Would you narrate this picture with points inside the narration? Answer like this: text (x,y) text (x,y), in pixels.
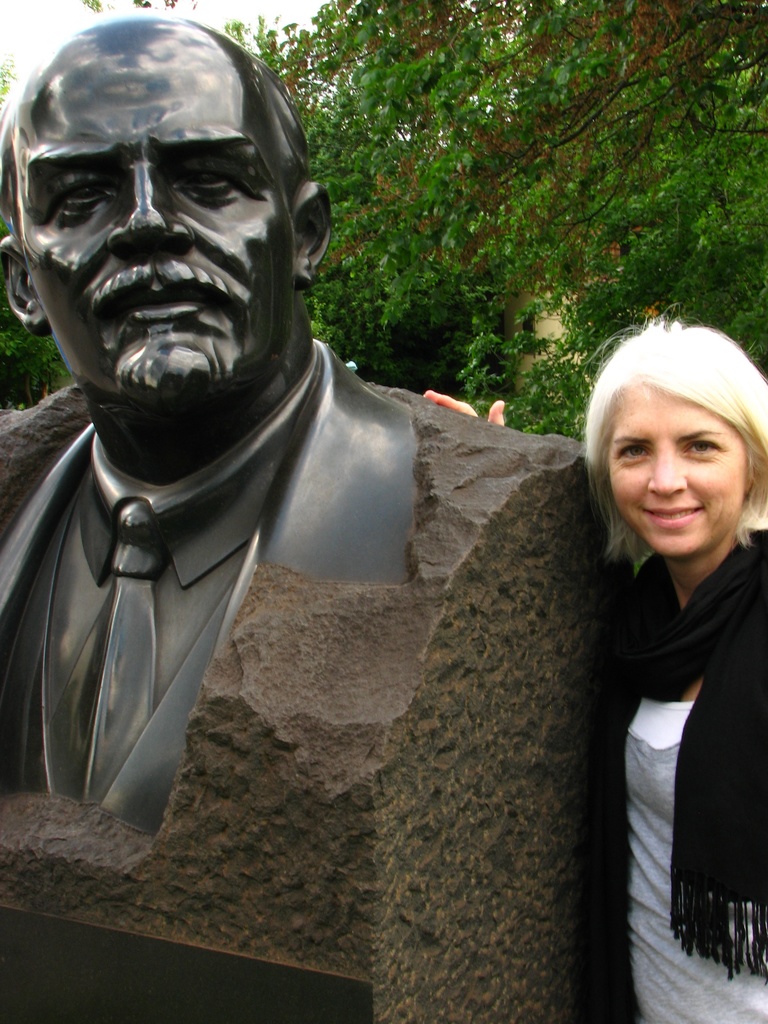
In this picture we can see a woman (643,806) is standing on the path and on the left side of the woman (634,642) there is a statue (262,582) and behind the woman (620,690) there is a wall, trees (621,17) and sky (138,11).
